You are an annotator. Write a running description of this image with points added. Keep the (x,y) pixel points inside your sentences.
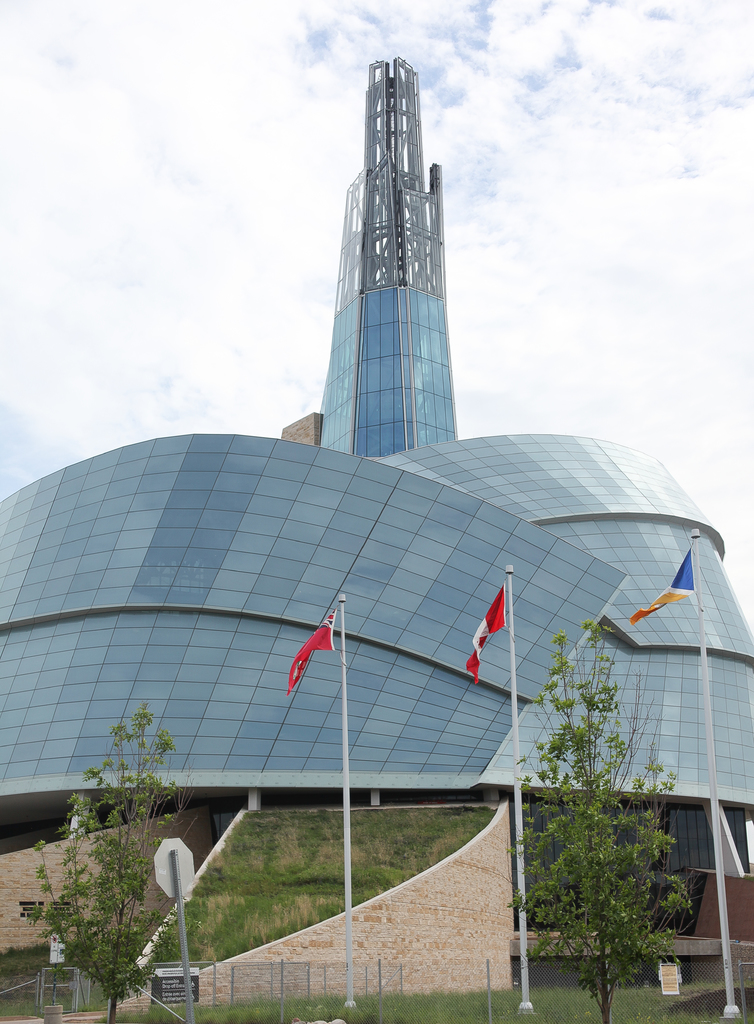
In this image I can see few poles (176,900), few flags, few trees (135,865), grass (209,919) and a building (336,563). In background (269,133) I can see cloudy sky (597,205) and here I can see something is written.
